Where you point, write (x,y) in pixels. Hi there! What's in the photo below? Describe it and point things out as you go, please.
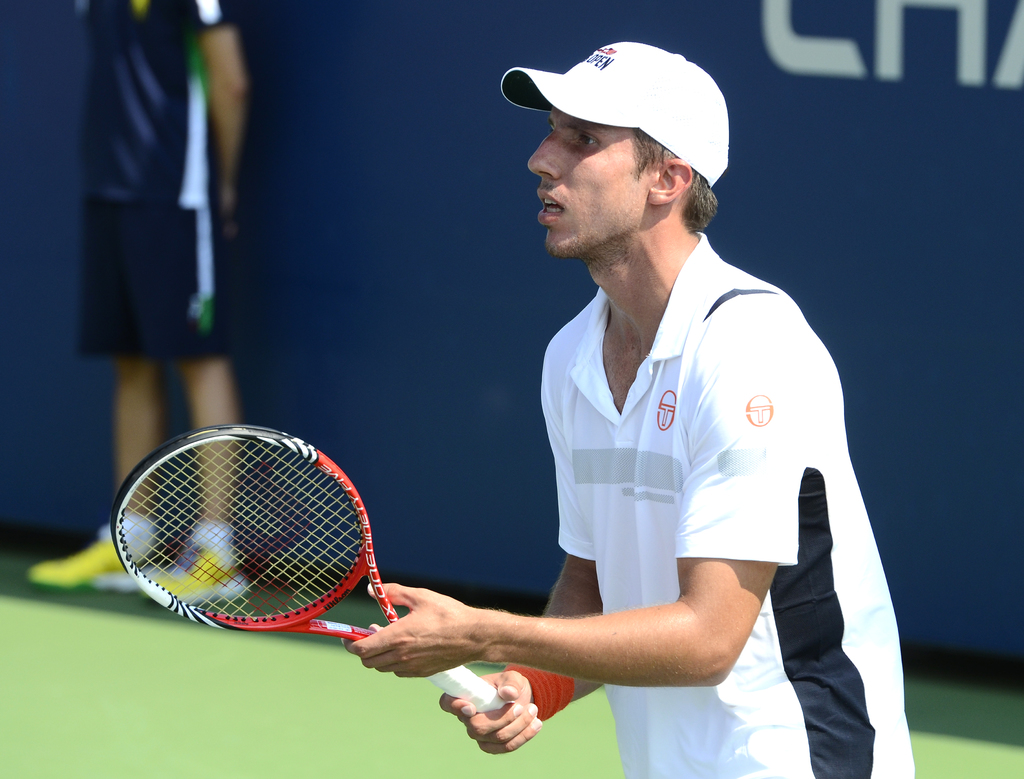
A man (764,514) with white t-shirt (702,473) is standing on the court (307,676) holding a racket (300,579) in his hand (520,732) and a white cap (658,120) on his head (646,120). To the background (906,239) there is a blue poster (915,253) and to the left (129,304) there is a man (112,78) with blue t-shirt (128,138) and short (140,231). He is wearing yellow shoes (79,566).
